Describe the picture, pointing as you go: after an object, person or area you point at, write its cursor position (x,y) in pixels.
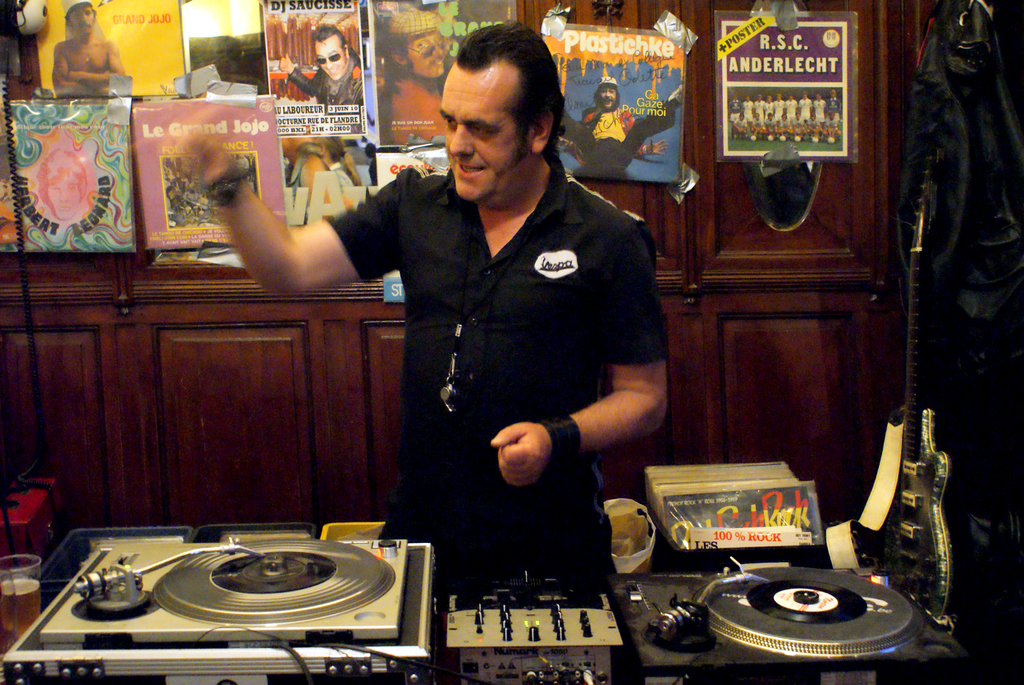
In this image we can see a man (525,377) standing beside a table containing some devices (387,601) and a glass (23,626) on it. We can also see some pictures (26,175) and papers (189,99) with some text (334,188) pasted on a cupboard (220,306), a mirror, a telephone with a wire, a guitar (912,546) and a coat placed aside.
